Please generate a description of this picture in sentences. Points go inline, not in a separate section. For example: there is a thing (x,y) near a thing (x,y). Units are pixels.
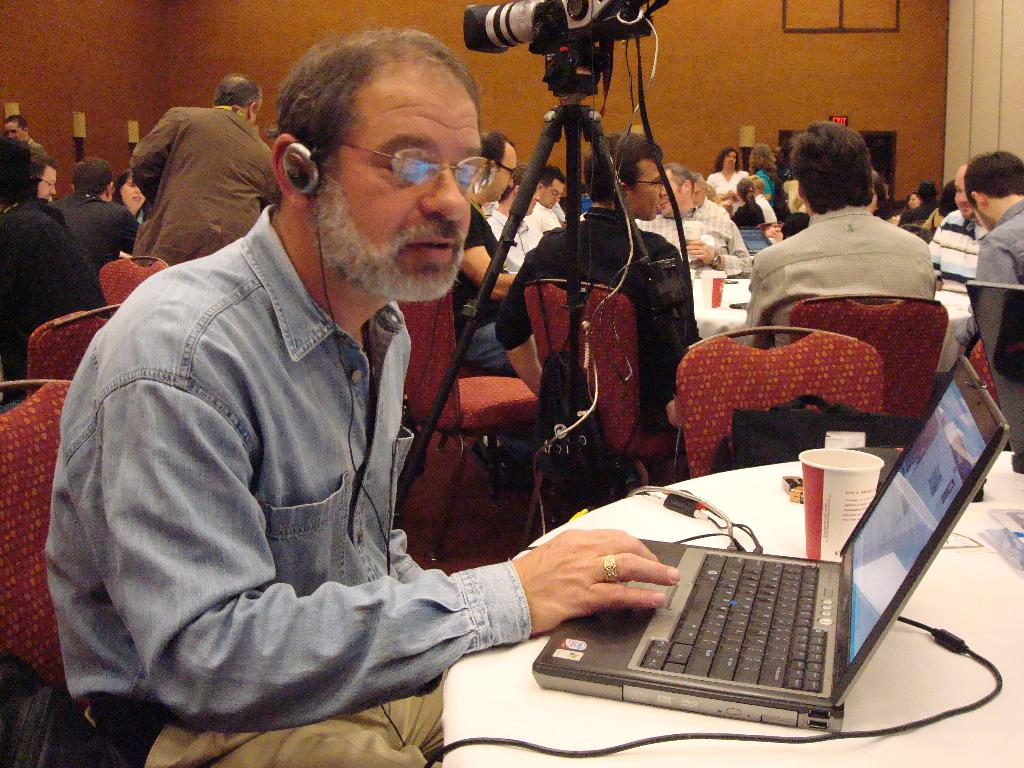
In the center of the image (344,487) there is a person (370,617) sitting at the table (457,682) with laptop (577,686). On the table (754,522) there are glass (811,496) and some objects (965,532). In the background (672,192) there are persons (65,207), chairs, camera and wall (675,97).
